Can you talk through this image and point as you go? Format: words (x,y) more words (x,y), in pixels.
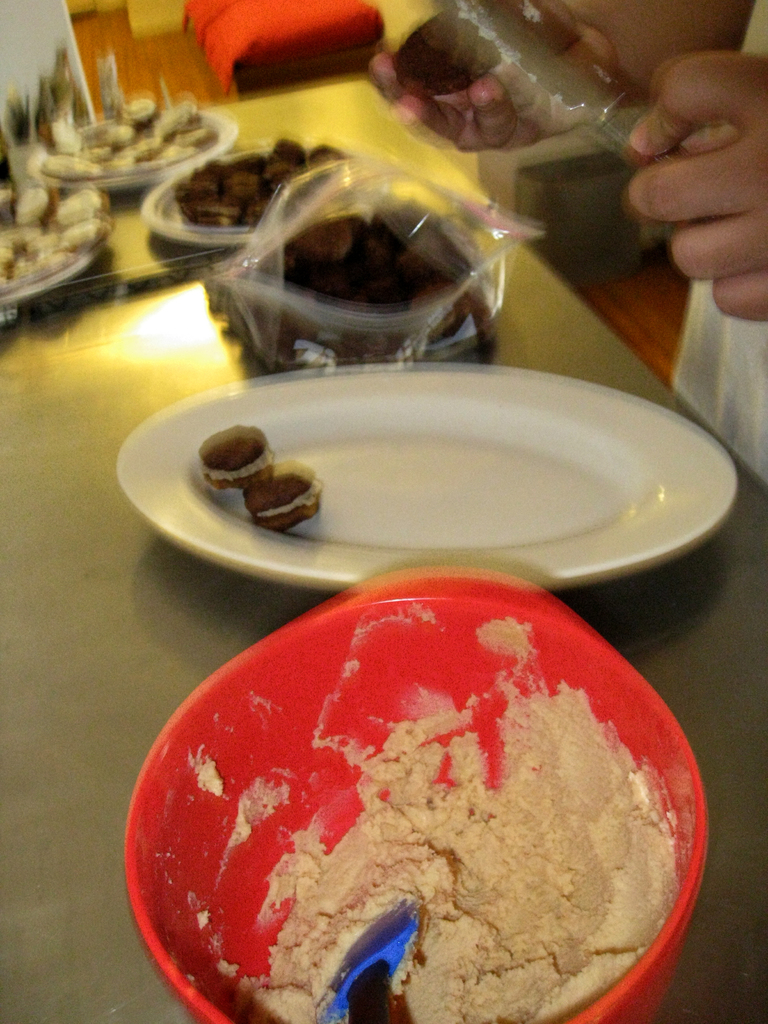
In this image we can see some kind of flour (407,776) in the bowl (179,741), and at the back (583,408) we can see a plate (576,416) on the table (616,358).
